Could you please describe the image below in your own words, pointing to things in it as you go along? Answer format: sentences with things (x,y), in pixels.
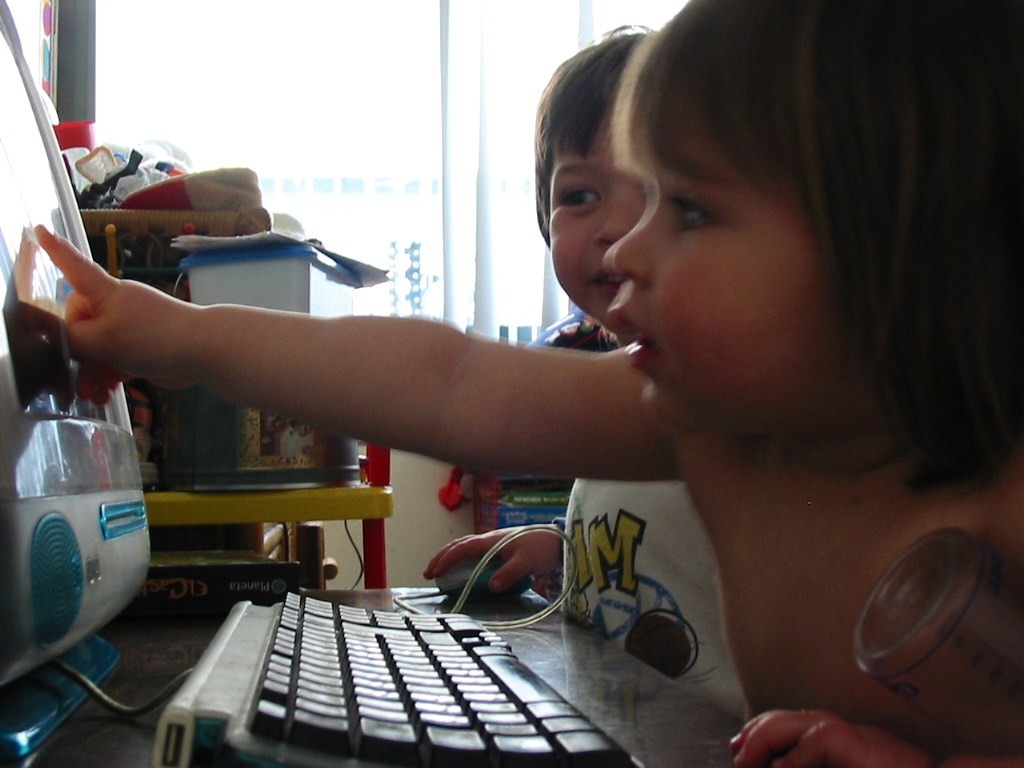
In this image there are two children's (706,321) standing in front of the table (503,615), on which there is a monitor (40,570), keyboard (466,670) and mouse (485,586), beside the table (326,596) there are a few objects (206,427) on the other table (291,494). In the background (308,122) there is a window (394,232).
